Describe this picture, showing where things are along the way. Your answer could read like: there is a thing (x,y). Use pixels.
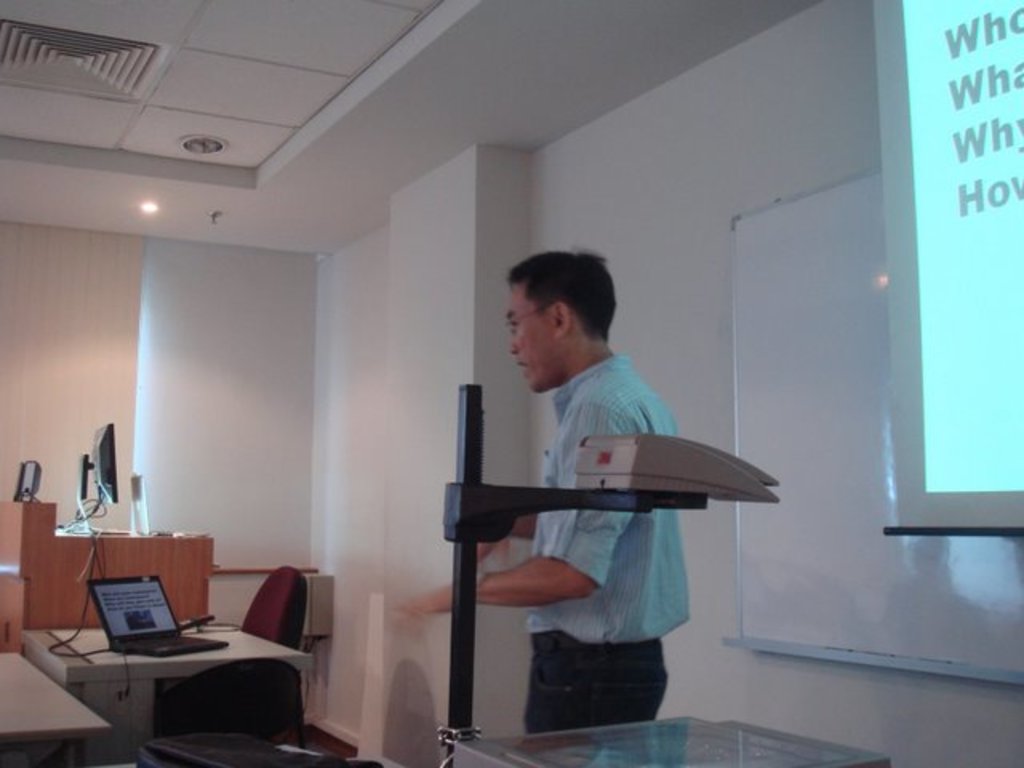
In this picture we can see a laptop (120,642) on the table (92,661). There is a chair (259,605). We can see a computer (80,524) on a wooden desk (129,569). There is a person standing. We can see a device (478,494), projector (821,745) and a whiteboard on the wall (863,134). A light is visible on top.
